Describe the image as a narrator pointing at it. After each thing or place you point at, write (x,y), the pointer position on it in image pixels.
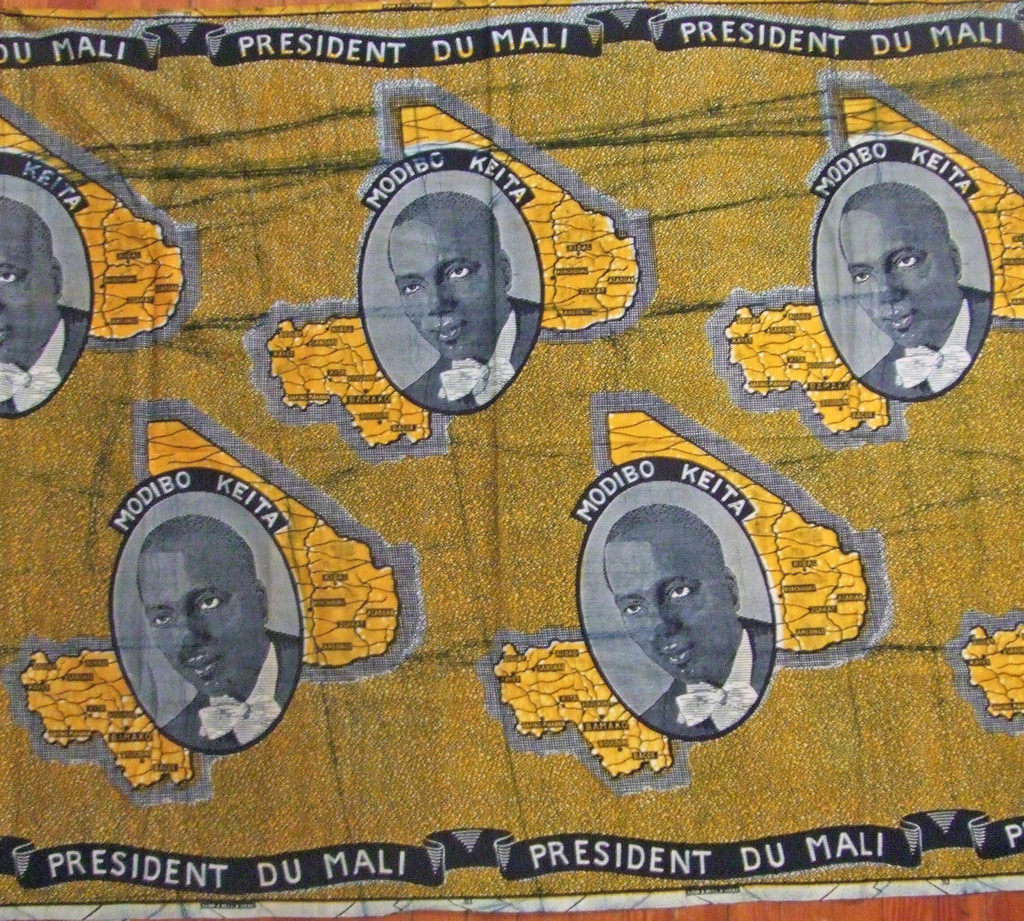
On a banner (516,685) there are images (224,555) of president (664,614) of a country with his name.
